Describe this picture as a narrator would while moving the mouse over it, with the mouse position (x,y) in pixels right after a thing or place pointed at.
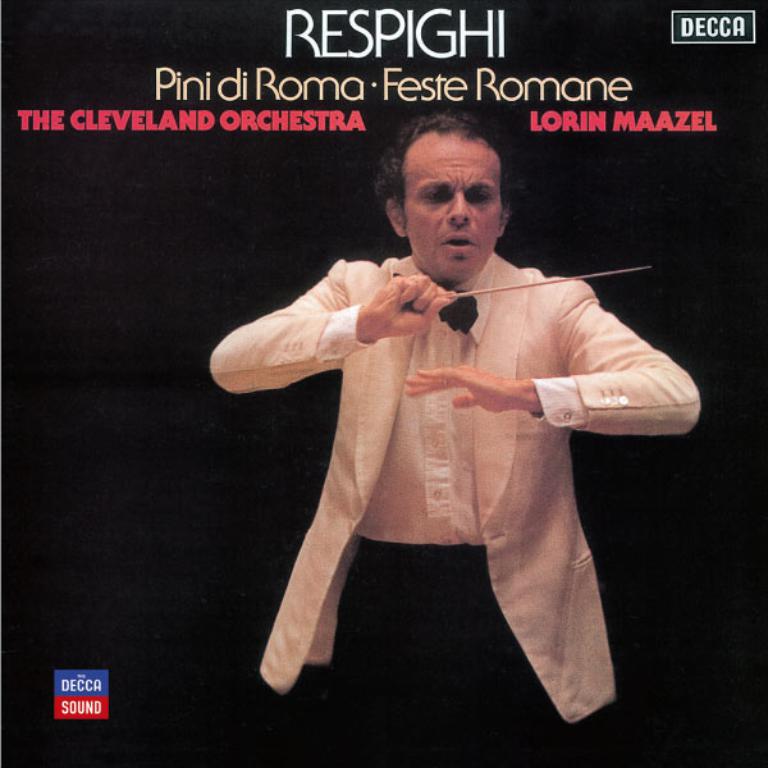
In this picture there is a person (499,459) wearing white suit (511,419) is holding a stick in his hand (378,305) and there is something written above him.
